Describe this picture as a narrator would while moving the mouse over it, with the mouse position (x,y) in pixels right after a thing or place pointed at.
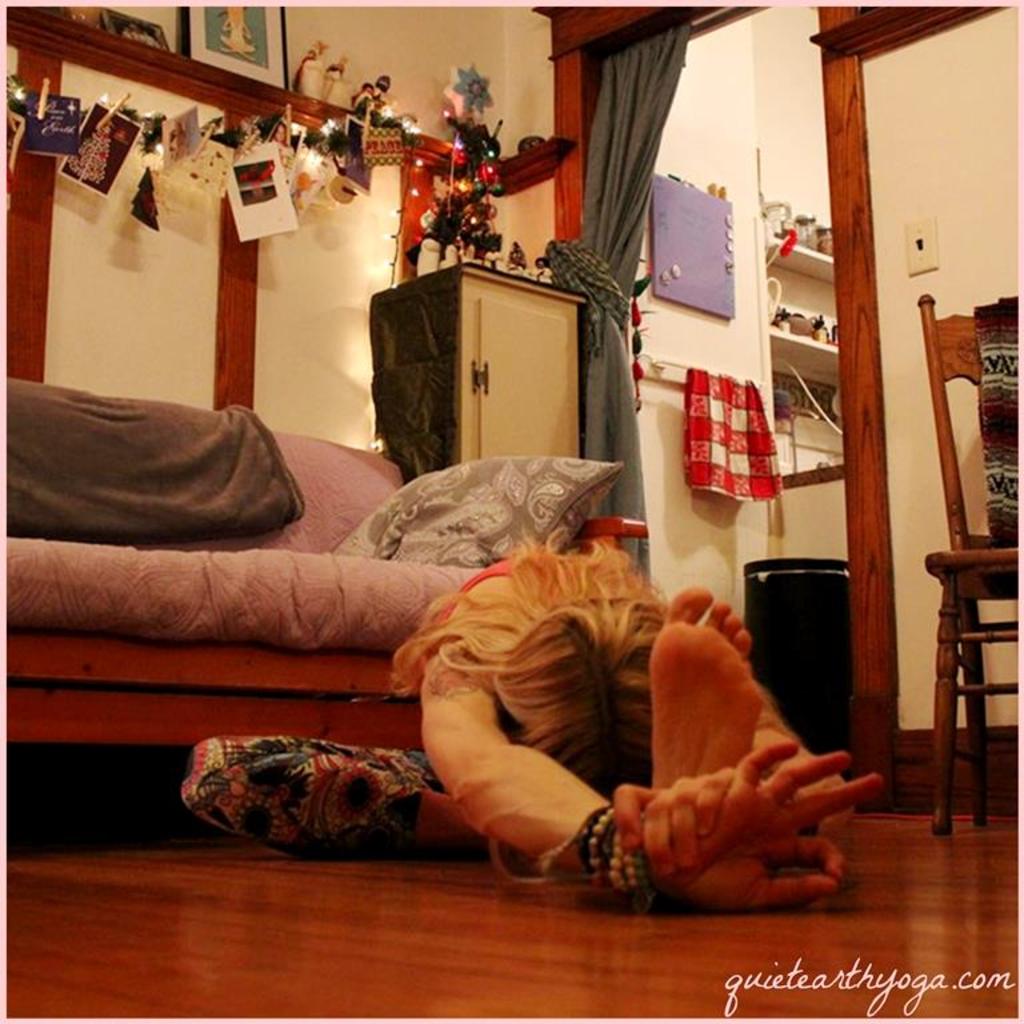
This person (654,755) sitting on the floor (272,902). We can see sofa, chairs (966,544), christmas tree (461,207) on the furniture (513,373). On the background (1000,134) we can see wall (716,134), curtain (622,165), papers (149,195), frames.
